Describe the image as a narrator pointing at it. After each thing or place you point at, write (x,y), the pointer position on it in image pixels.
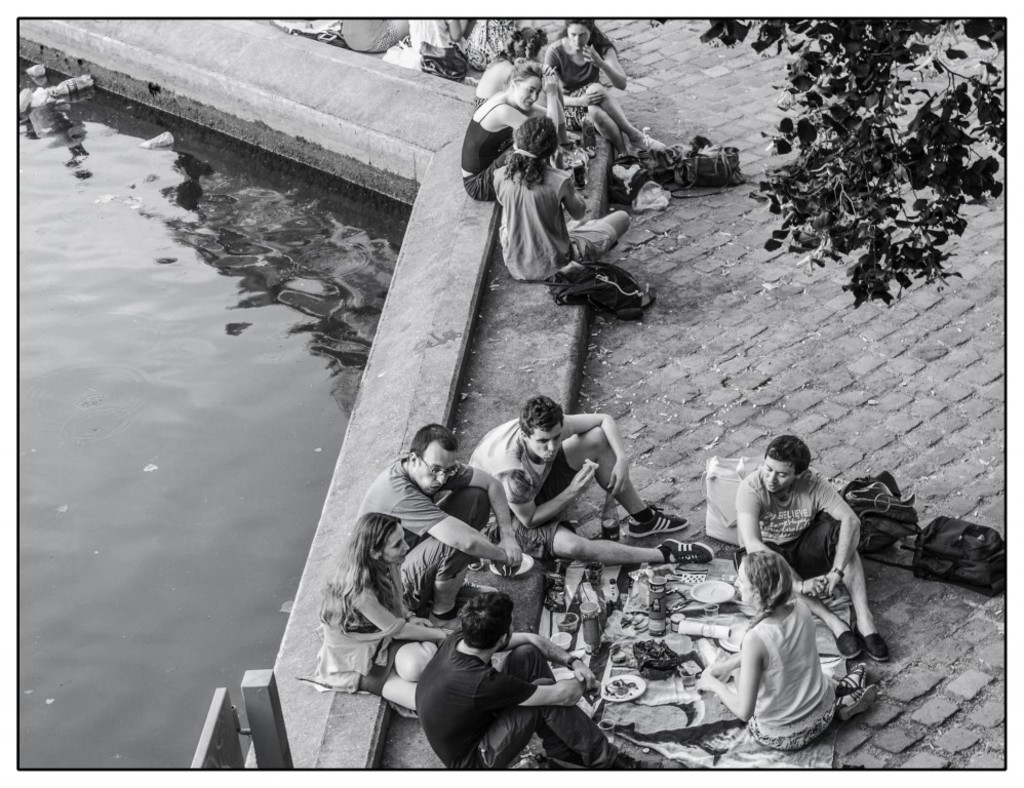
In this picture we can see water (131,308), tree (851,91), pole (274,696), bags (912,530), bottles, plates (632,681) and some objects (577,585) and a group of people (487,134) sitting on the ground (684,537).
